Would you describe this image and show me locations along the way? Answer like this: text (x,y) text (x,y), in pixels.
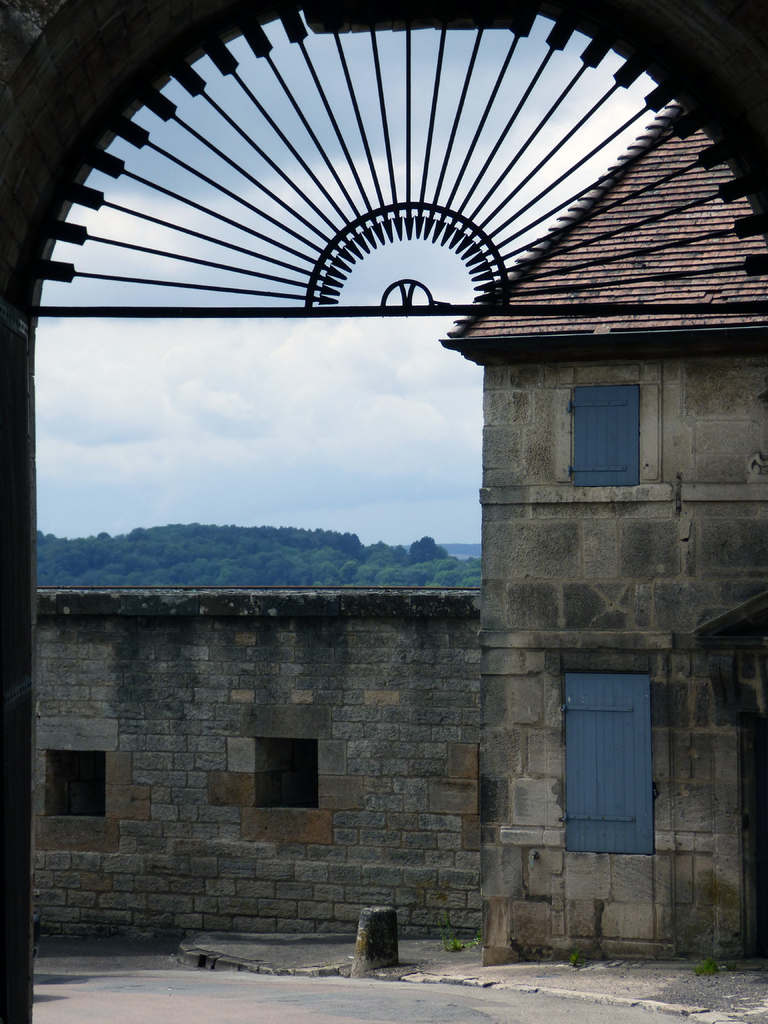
In this image I can see the building (638,624) which is made up of rocks (475,730), few windows (277,756) of the building (600,435), the roof (623,280), the metal railing (624,312) and in the background (113,472) I can see few trees (211,531) and the sky (296,344).
